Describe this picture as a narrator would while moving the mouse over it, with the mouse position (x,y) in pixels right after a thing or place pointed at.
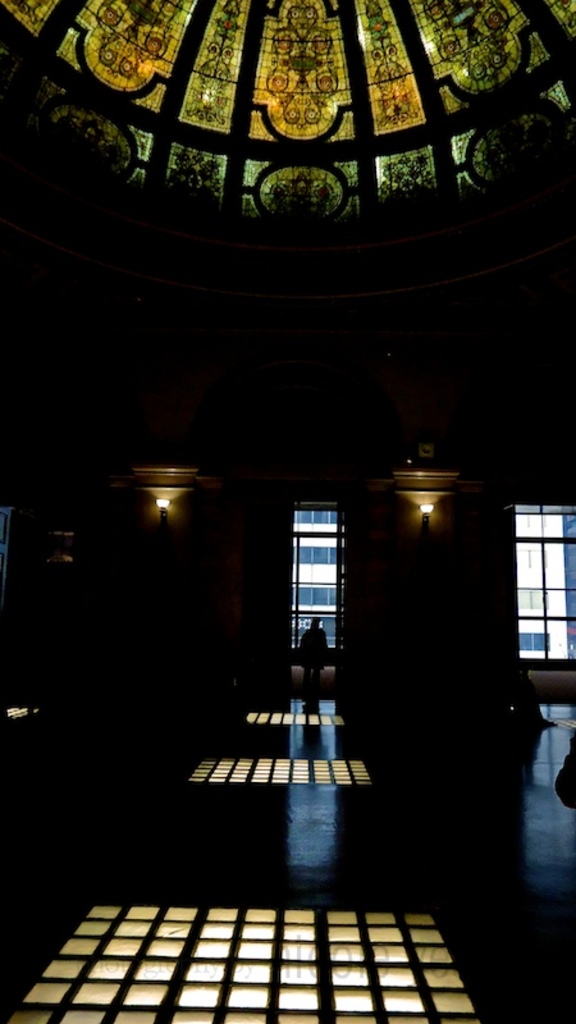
In this image there are lights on the floor (202,760), lamps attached to the wall (388,548), a person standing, windows (554,634), and at the background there is a building (561,628).
